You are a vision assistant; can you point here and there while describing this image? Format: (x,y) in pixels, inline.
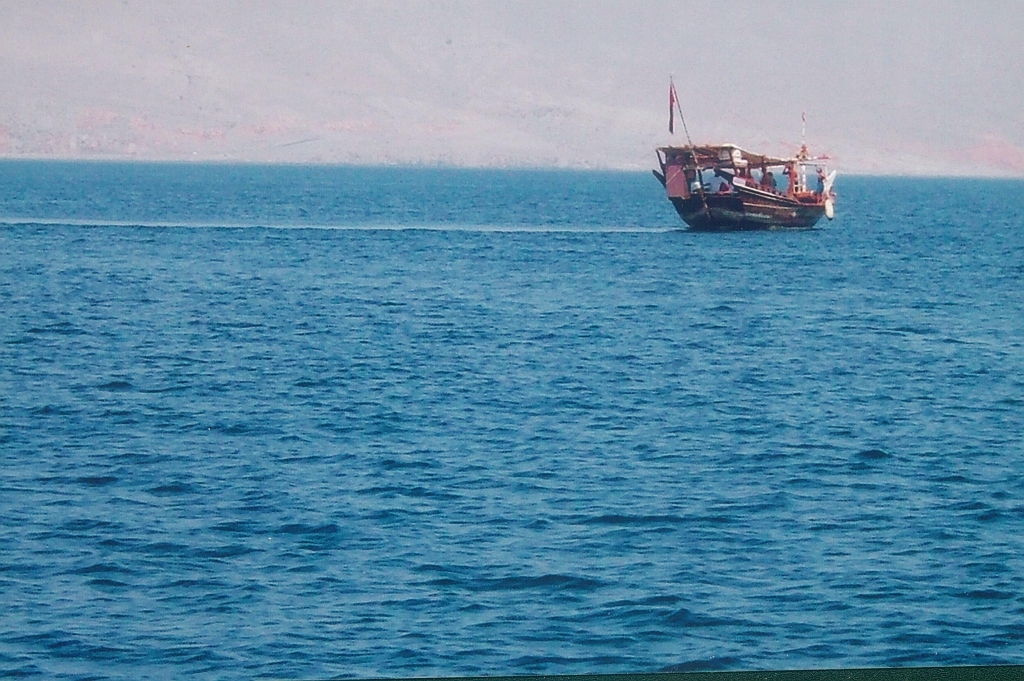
In this image I can see a boat (700,198) which is in different color. I can see a flag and water (729,426) in blue color. Back I can see white color background (604,118).
